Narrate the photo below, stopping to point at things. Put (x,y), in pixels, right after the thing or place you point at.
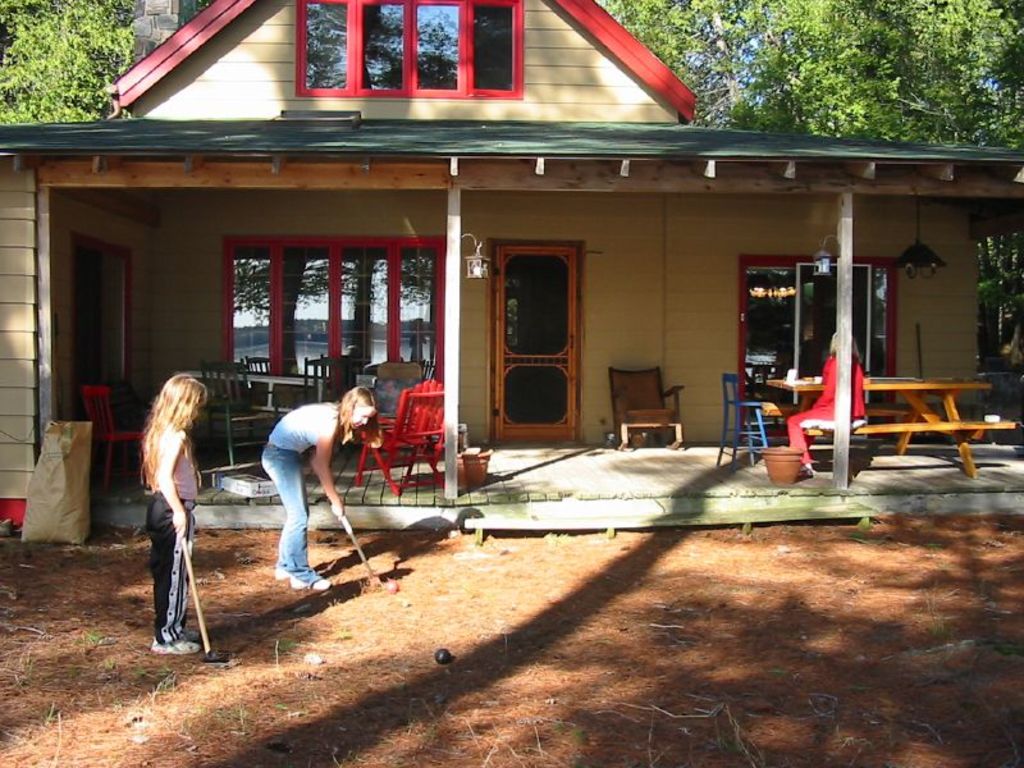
This picture shows a house (506,60) and couple of trees (130,46) on either side and we see two girls (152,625) playing with the sticks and we see a woman (805,459) seated on the bench (816,432) and we see couple of chairs (421,411) and a table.
